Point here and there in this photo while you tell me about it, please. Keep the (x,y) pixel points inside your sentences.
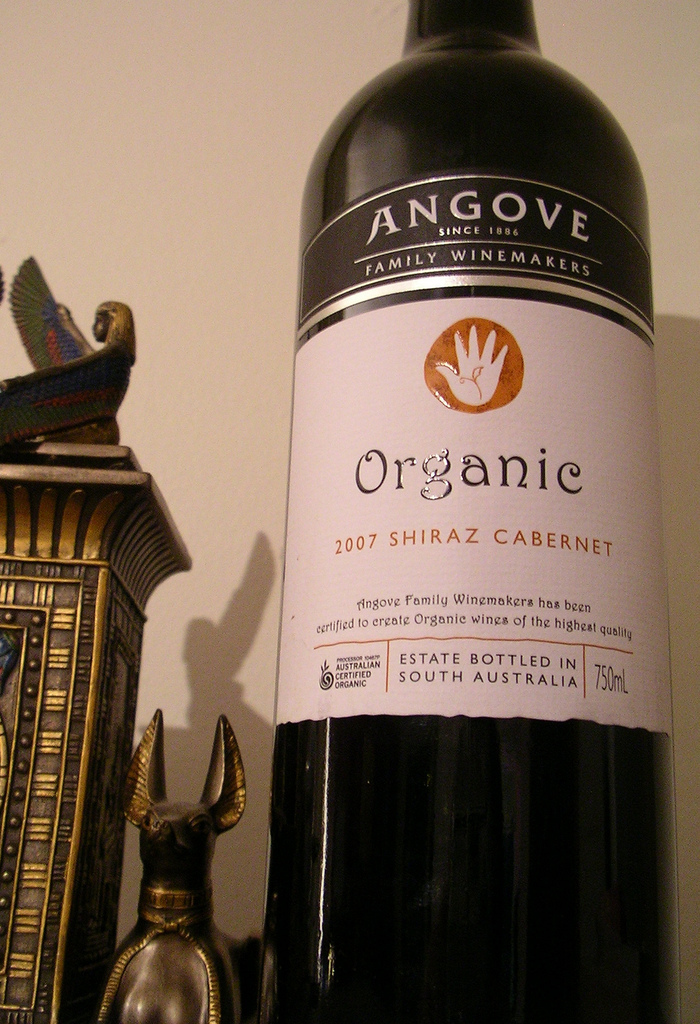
There is a bottle (465,741) on the right side of this image (545,691). We can see some objects (85,741) on the left side of this image (104,817) and the wall (217,333) is in the background (207,265).
